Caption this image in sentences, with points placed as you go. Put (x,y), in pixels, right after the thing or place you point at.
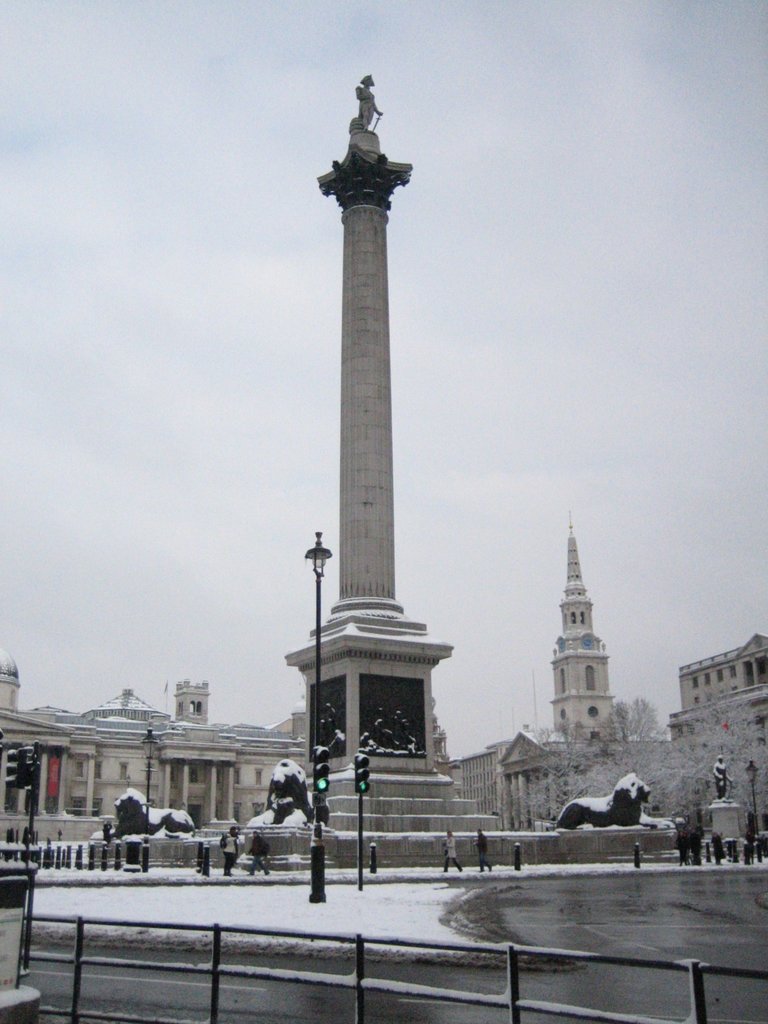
In this image I can see roads (593,905) and on it I can see snow (331,900). I can also see few poles (361,845), few signal lights (321,788), a street light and in the background (111,774). I can see number of buildings (475,758), trees (660,790), sculptures (155,822) and I can see few people (748,827) are standing. Here I can see railing (350,937) and I can also see one more sculpture (364,94) over here.
